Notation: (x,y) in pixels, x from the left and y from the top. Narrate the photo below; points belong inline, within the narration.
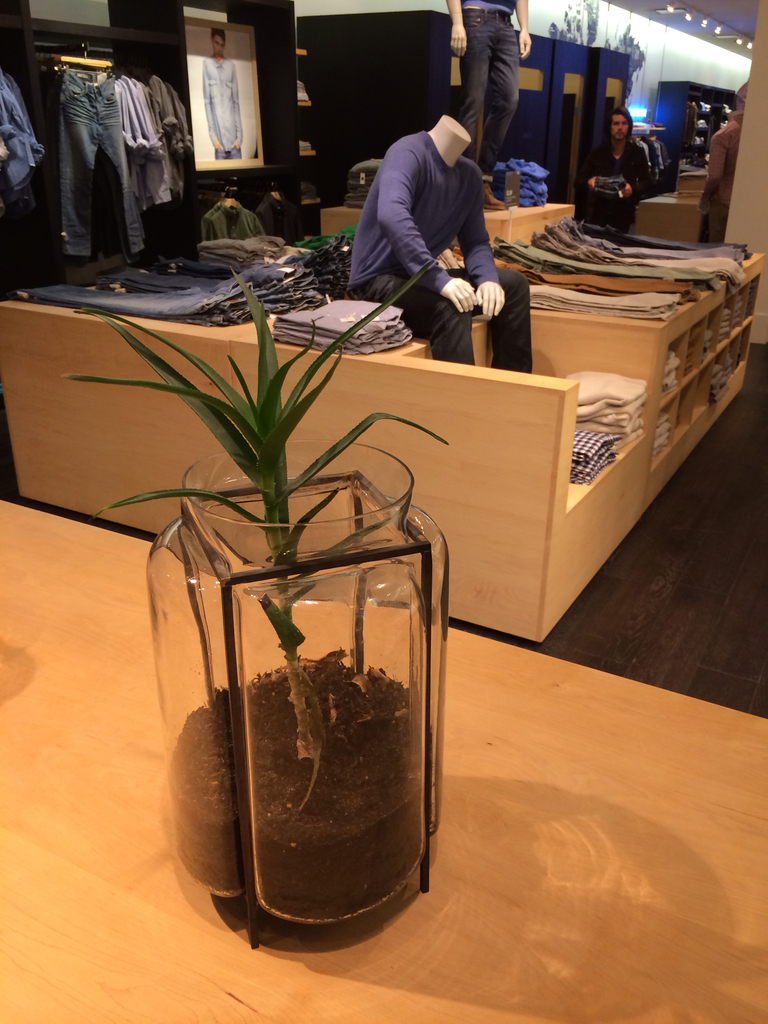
In this picture we can see clothing shop (387,357). On the bottom (307,723) we can see plant (274,608) on this glass pot (360,674) on the table (471,944). Here we can see a statue (398,202) who is wearing t-shirt (399,212) and trouser (463,334), sitting on this wooden tables (614,344). Here we can see jeans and other clothes (391,320) on the rack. Here we can see man (631,183) who is holding a cloth (620,184). On the top (744,32) we can see lights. Here we can see photo frame (211,86).
